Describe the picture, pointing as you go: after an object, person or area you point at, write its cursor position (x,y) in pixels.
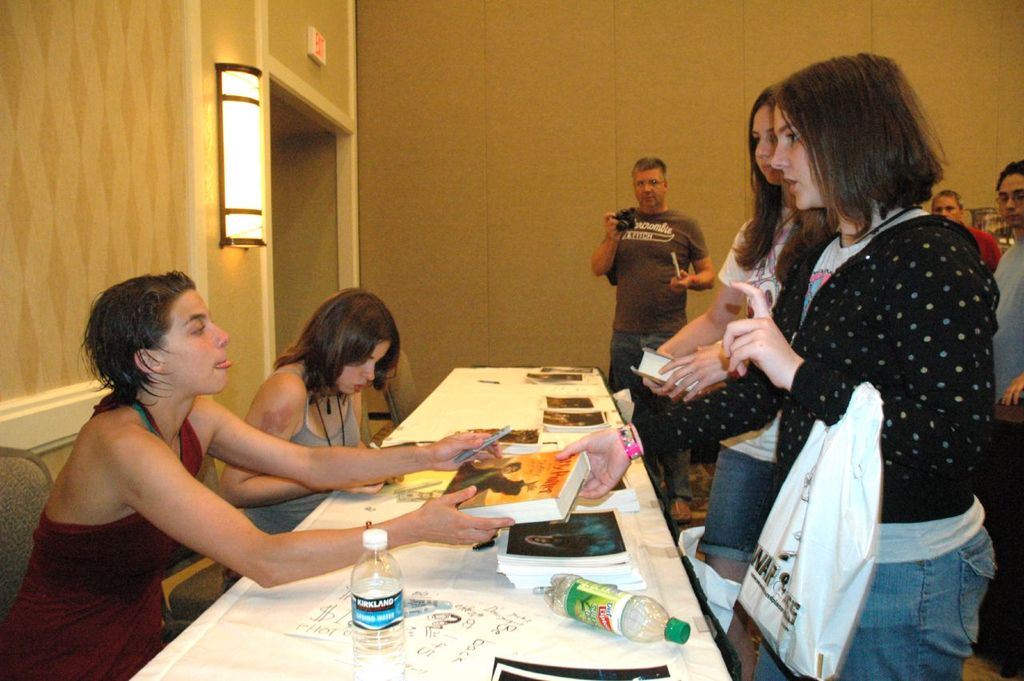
The picture is taken in a closed room (623,142) at the right corner of the picture (708,367) two people (810,413) are standing and one woman (805,392) is wearing a black t-shirt (912,436) and carrying a bag (841,533) in front of them two people (306,461) are sitting. Left corner of the picture (130,470) one person (61,578) is wearing maroon t-shirt (99,608) and she is giving a book (468,503) to the person (611,451) in front of her there is a table (443,564) between them on which books (539,573) and bottles (575,575) are present and at the right corner of the picture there is one person (658,236) is standing and holding a camera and behind them there are another two people (975,237) and behind them there is a big wall (462,66) and at the left corner of the picture (272,283) behind them there is a big wall (112,101) and door (334,158) and big light (226,151) and a sign board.
